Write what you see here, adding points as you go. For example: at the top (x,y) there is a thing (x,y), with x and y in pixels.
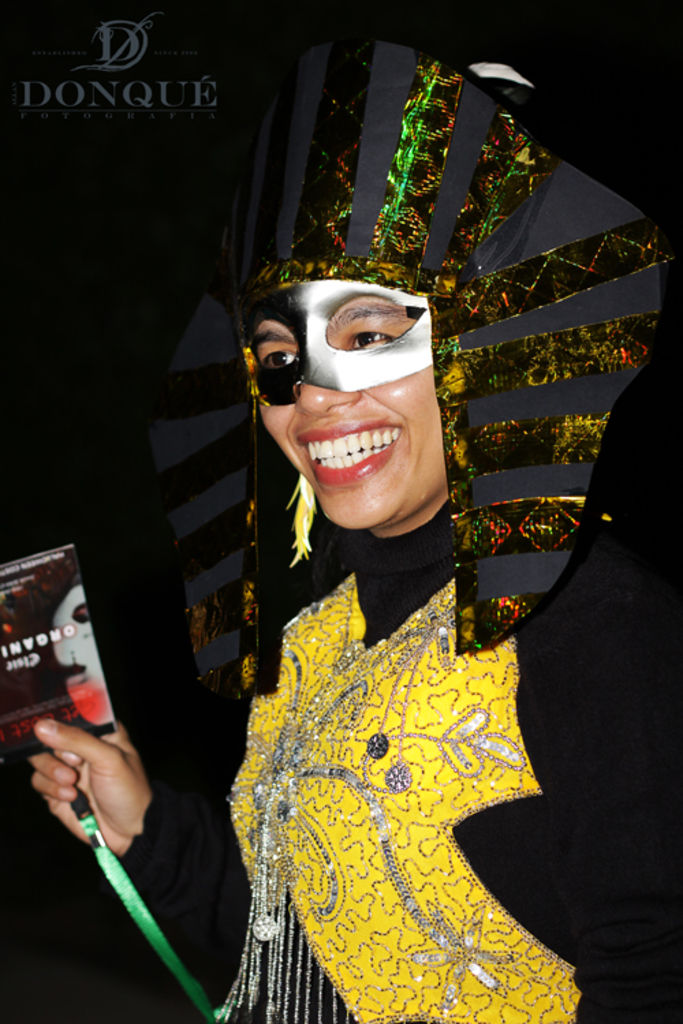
In this image there is a person (509,725). The person (486,634) is wearing a costume (197,652). The person (319,848) is holding a small paper (53,657) in the hand (76,766). There is a tag (97,823) to the paper (52,671). Behind the person (353,860) there is a dark background (139,163). There is text (103,60) on the image. The person (347,440) is smiling.
